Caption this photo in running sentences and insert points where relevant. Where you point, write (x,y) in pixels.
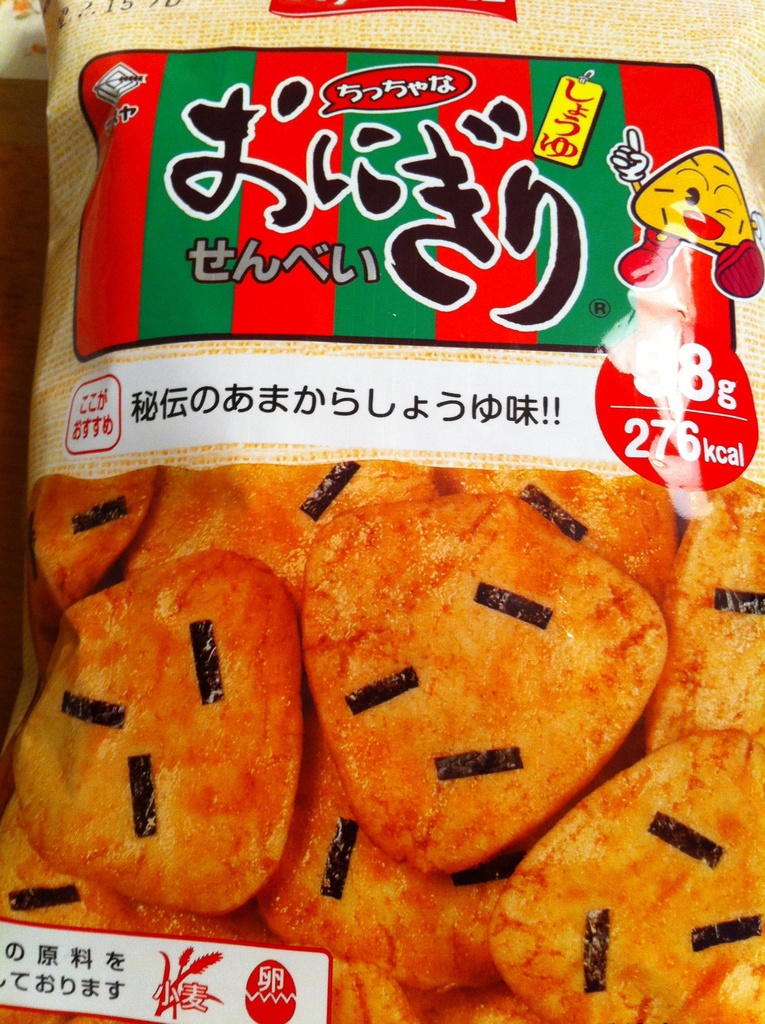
In the picture we can see a packet (316,652) on which we can see the image of food item (548,659) and we can see some text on it.
